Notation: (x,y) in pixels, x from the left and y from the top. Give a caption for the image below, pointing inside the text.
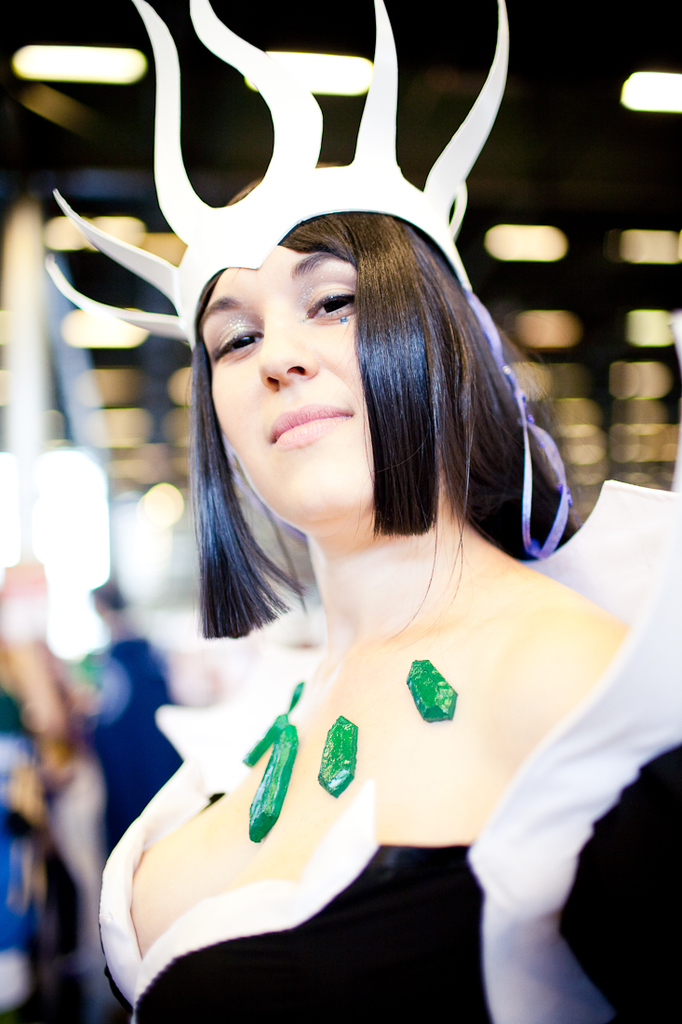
In this image there is one women (373,834) is standing in middle of this image (347,539) and wearing a white color object (291,203), and there is a wall (585,304) in the background (590,261). There are some persons (112,610) standing on the left side of this image (125,698).
